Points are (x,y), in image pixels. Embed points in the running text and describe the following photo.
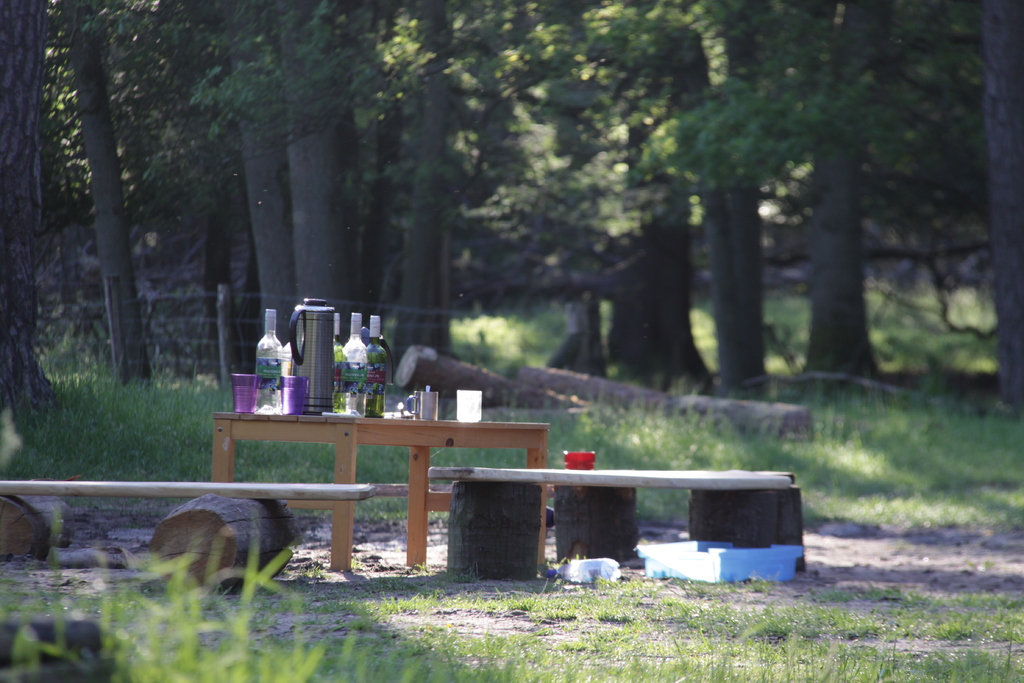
There is a table (341,425). On the table (319,432) there is a jug (328,337), bottles (338,333), glasses (426,395) and few other items (409,401). Near to that there are benches (287,483). On the ground (520,600) there is grass (682,629). Near to the bench (690,523) there is a box (711,554). In the background (458,225) there are trees (525,184). Also there is a railing (200,316) with poles (225,318). On the ground (538,410) there are wooden logs (541,397).
